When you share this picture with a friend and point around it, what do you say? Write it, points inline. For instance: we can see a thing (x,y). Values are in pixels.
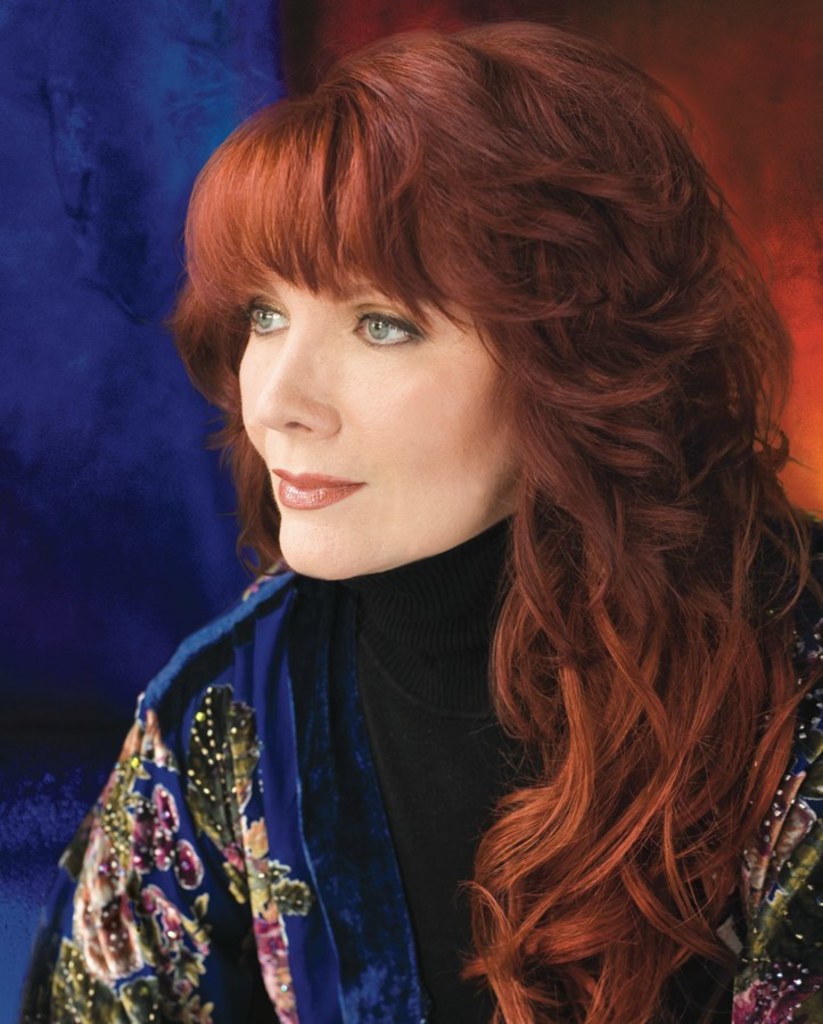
In the center of the image (394,497) we can see a lady (353,589) and wearing blue dress (351,737).
